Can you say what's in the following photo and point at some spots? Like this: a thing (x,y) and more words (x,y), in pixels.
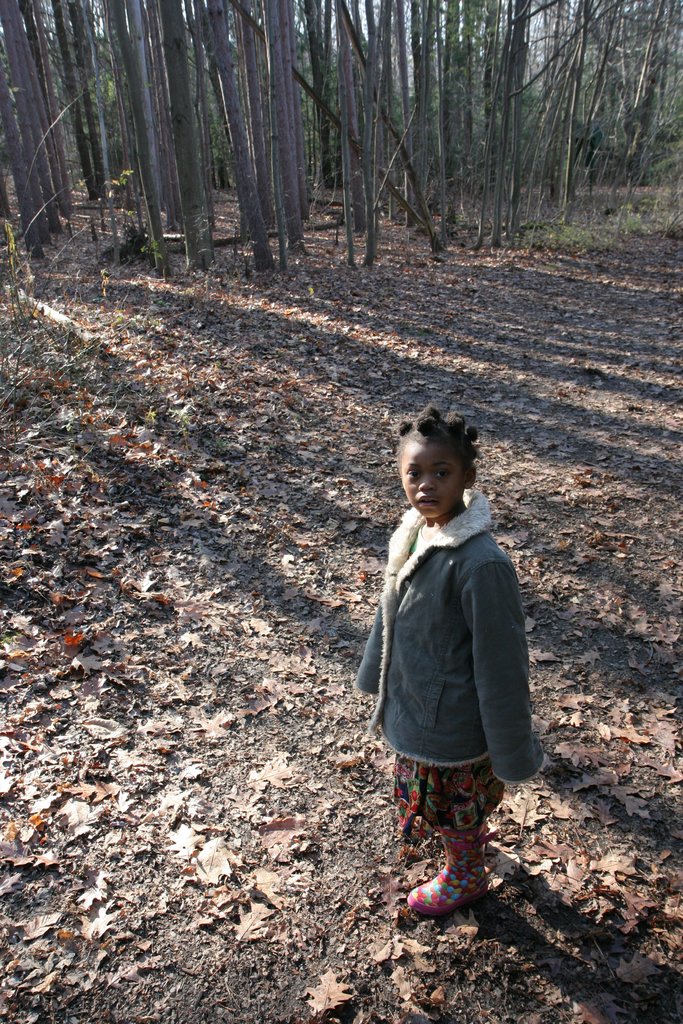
In front of the picture, the girl (444,711) in the grey jacket (475,617) is standing and she is looking at the camera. At the bottom (296,882), we see dry leaves (292,684) and twigs (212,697). There are trees (191,219) in the background (191,212).
